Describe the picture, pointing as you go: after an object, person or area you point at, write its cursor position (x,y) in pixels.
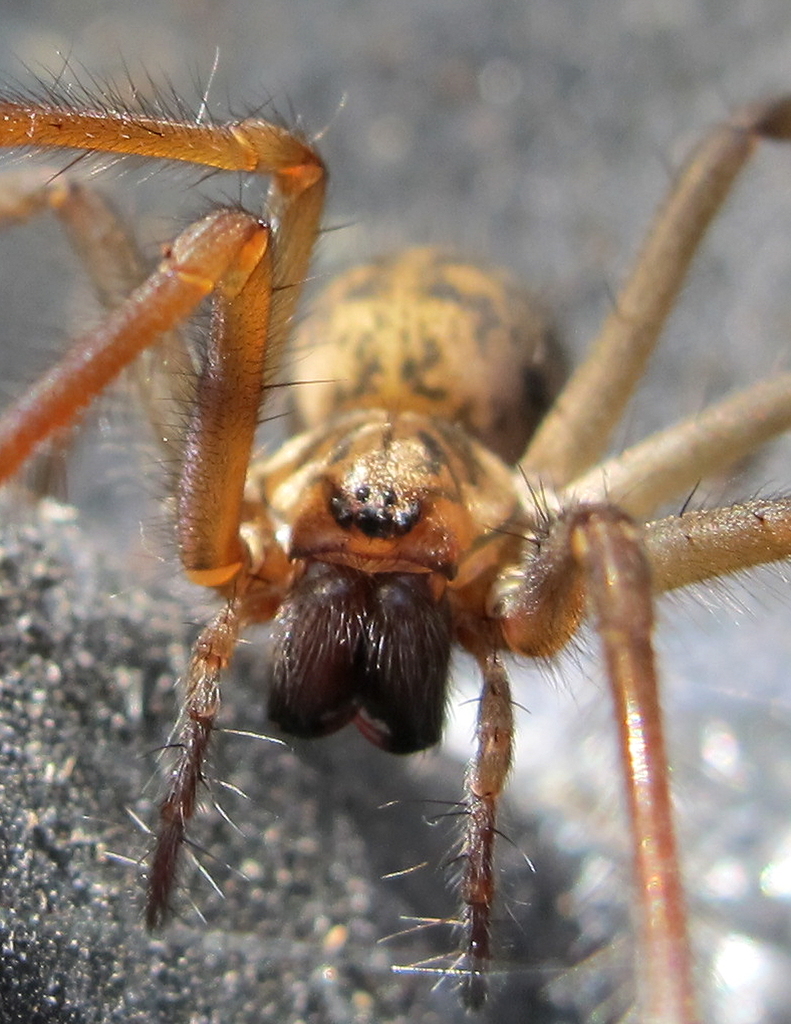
In this picture we can see an spider (511,357) in the middle of the image (372,586).
